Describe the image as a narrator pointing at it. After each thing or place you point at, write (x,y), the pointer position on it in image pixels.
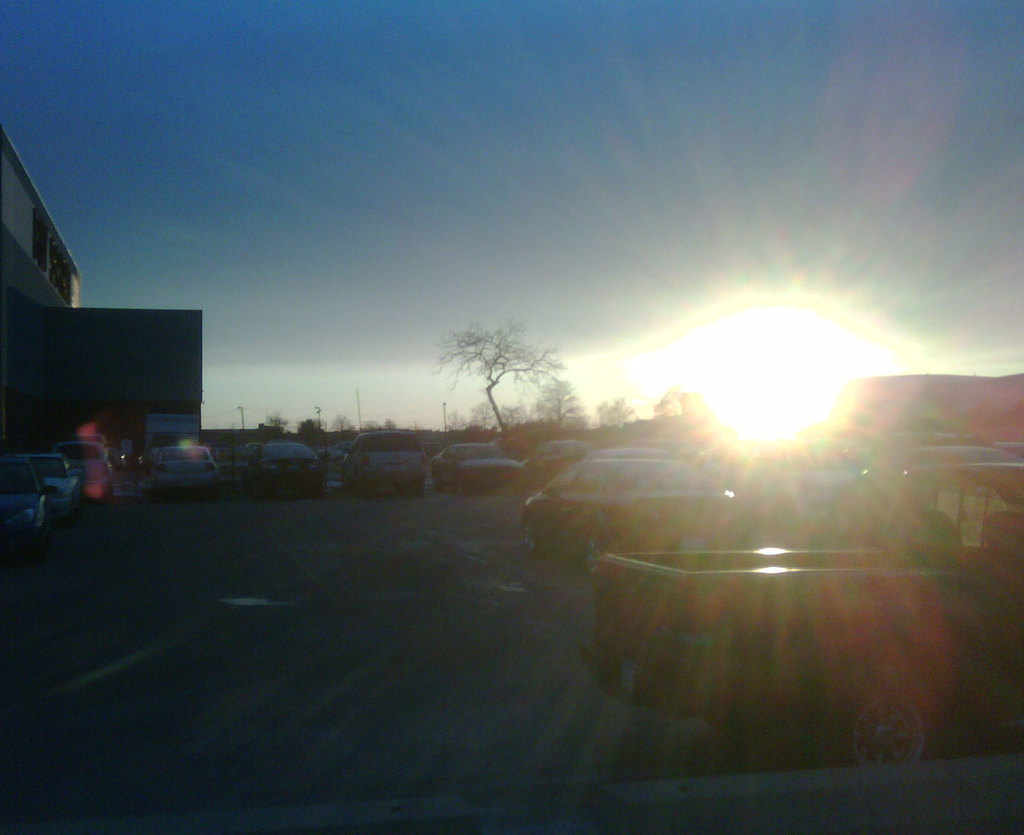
In this image there is the sky (511,139) towards the top of the image (483,122), there is the sun (750,347) in the sky (723,285), there are trees (501,367), there is a building (67,332) towards the left of the image (68,333), there is text (43,269) on the building (27,270), there is ground (366,660) towards the bottom of the image (309,649), there are cars (606,511) on the ground (402,710), there is an object (990,405) towards the right of the image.
